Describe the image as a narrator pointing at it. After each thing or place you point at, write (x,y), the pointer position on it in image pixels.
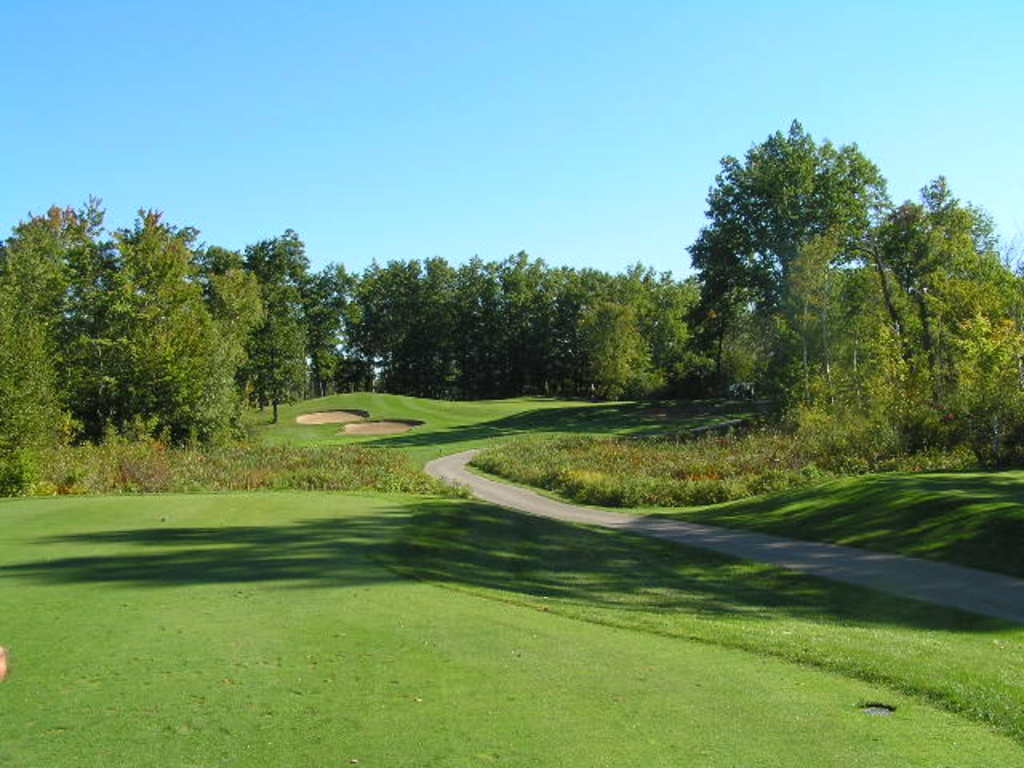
In this image we can see one big garden (451,680), one object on the surface (635,513), one road (1017,591) middle of the garden (694,561), some trees (227,343), bushes (506,462), plants (783,457) and green grass (24,635) on the ground (19,673). At the top (535,131) there is the sky (398,151).
